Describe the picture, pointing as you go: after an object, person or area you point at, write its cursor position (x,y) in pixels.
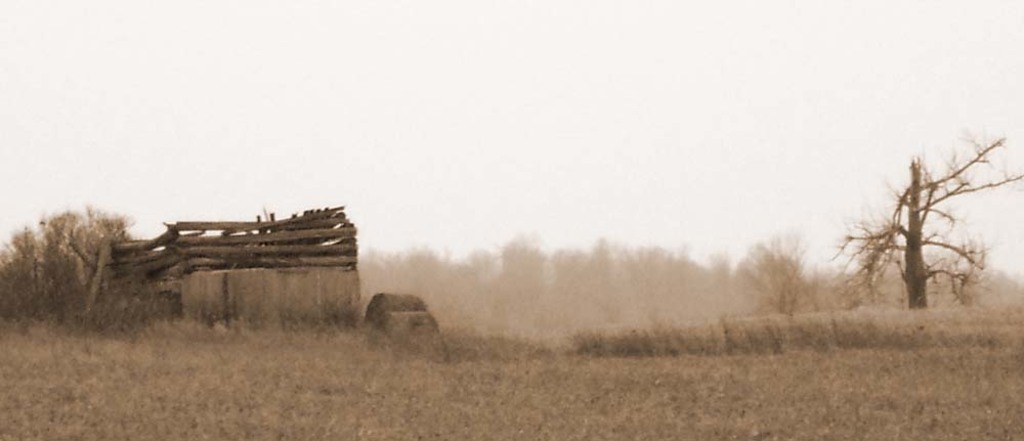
In this picture there is a dry grass field (227,356). Behind many wooden rafters (232,260) and some dry trees (866,238).
